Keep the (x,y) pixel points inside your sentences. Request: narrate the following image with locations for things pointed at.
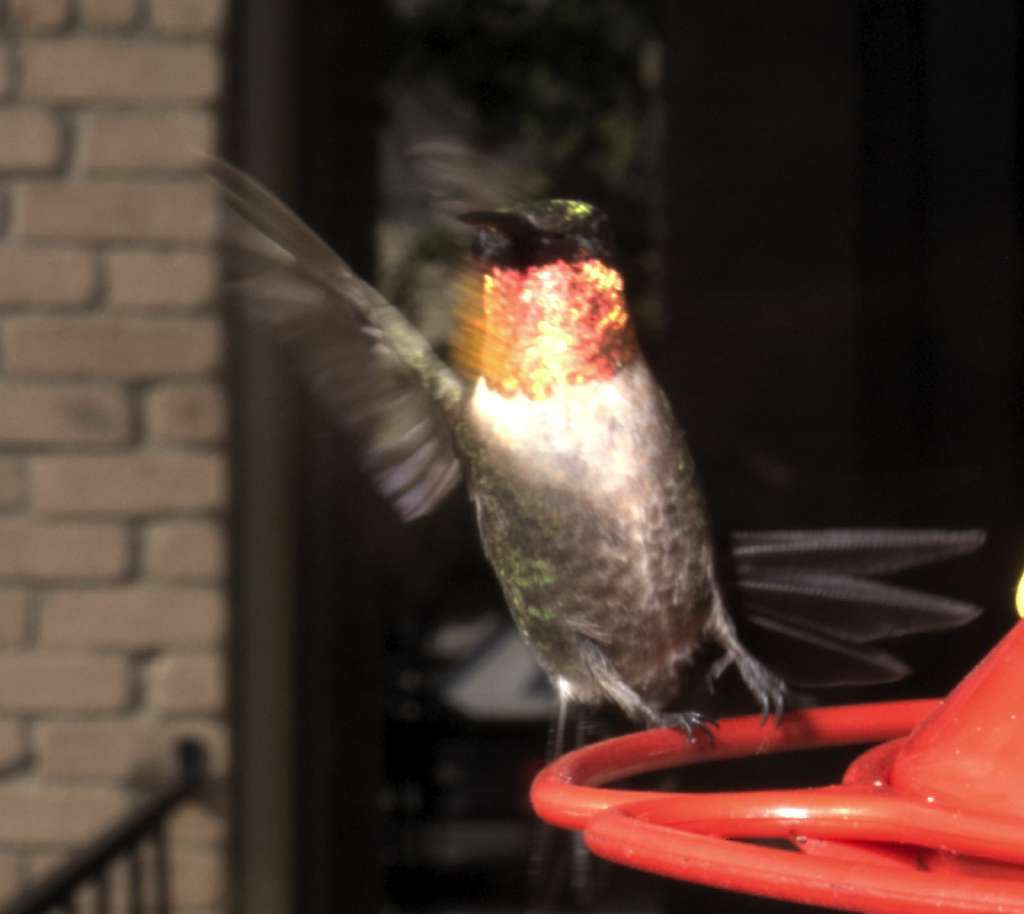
In this image there is a bird (824,532) sitting on a object (952,861) behind that there are pillars (183,465) and fence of a building (162,780).
